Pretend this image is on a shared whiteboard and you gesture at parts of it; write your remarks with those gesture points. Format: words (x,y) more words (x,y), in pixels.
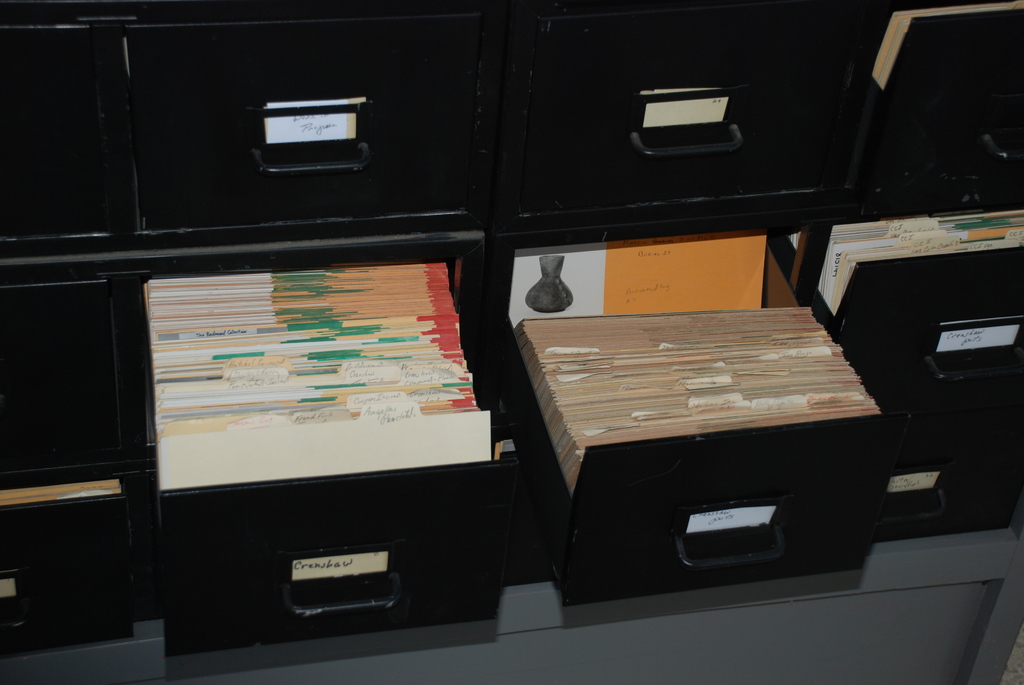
In this image in the front (402,215) there are drawers (250,145) which are black in colour and in the drawer (893,287) there are objects (406,352) which are white and brown in colour.
